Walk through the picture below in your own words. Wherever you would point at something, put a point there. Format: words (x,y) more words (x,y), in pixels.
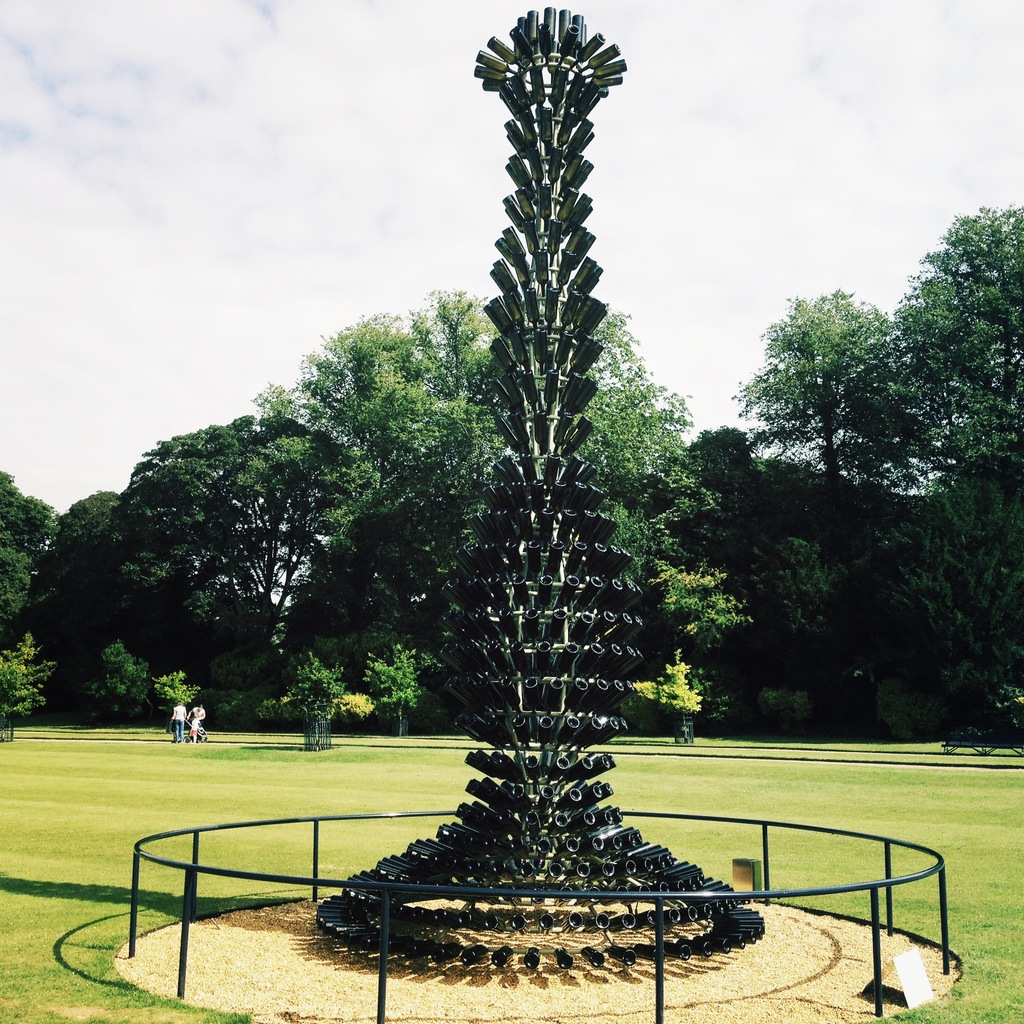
In this image, there is an outside view. In the foreground (538,527), there is a mechanical sculpture (515,516). There are some trees (421,398) in the middle of the image (393,398). In the background (757,262), there is sky (610,216).
